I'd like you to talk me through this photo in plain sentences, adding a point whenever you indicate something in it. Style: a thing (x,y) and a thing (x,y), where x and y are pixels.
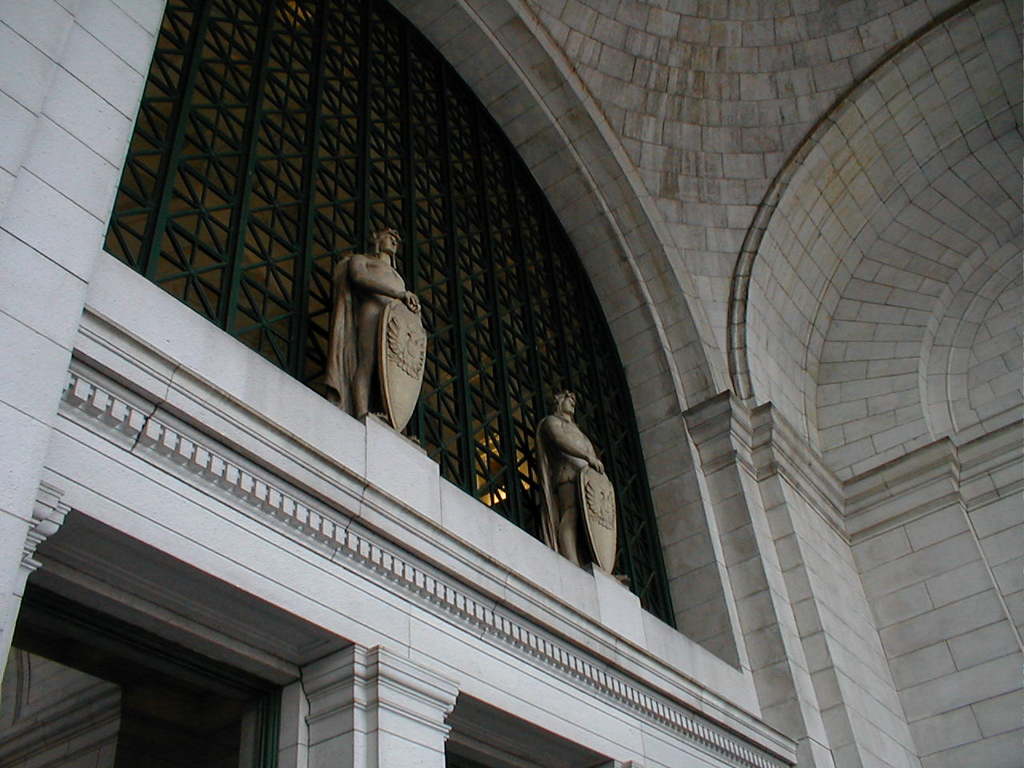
This picture seems to be clicked inside the hall (262,731). In the foreground (315,735) we can see the pillars (296,740). In the center (569,497) we can see the sculptures (562,417) of the persons (378,327) holding some objects (404,389) and standing. In the background (629,190) we can see the wall (702,230), arches (921,261), metal rods (354,251) and some objects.
